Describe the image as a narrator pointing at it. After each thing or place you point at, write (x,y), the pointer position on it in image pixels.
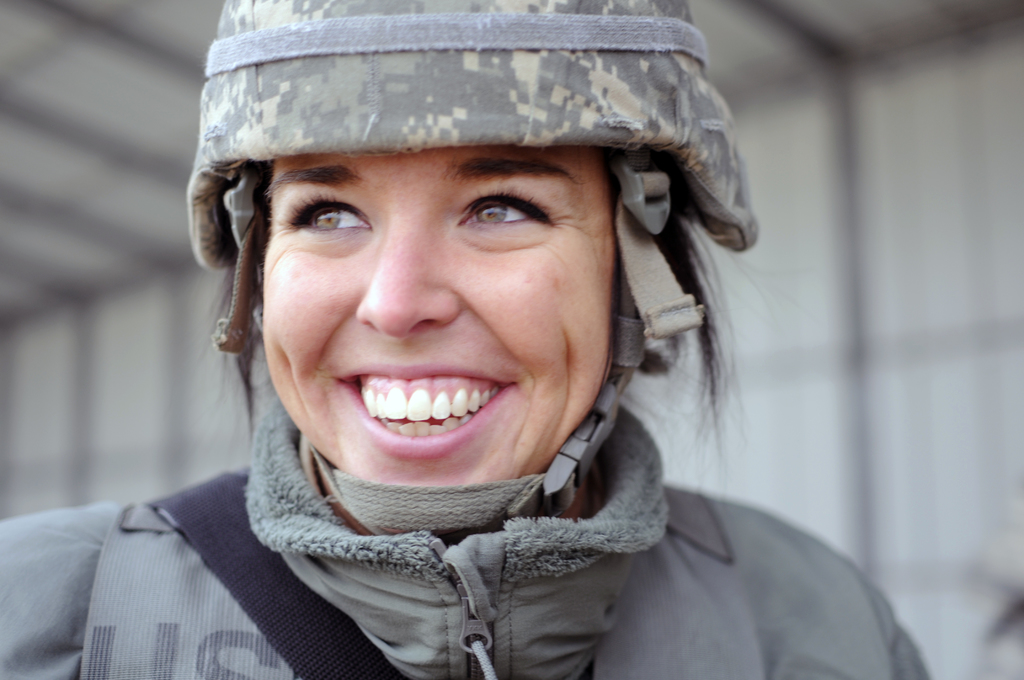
In this image there is a lady (354,318) wearing sweater (64,572) and a hat (380,46), in the background (1021,231) it is blurred.
